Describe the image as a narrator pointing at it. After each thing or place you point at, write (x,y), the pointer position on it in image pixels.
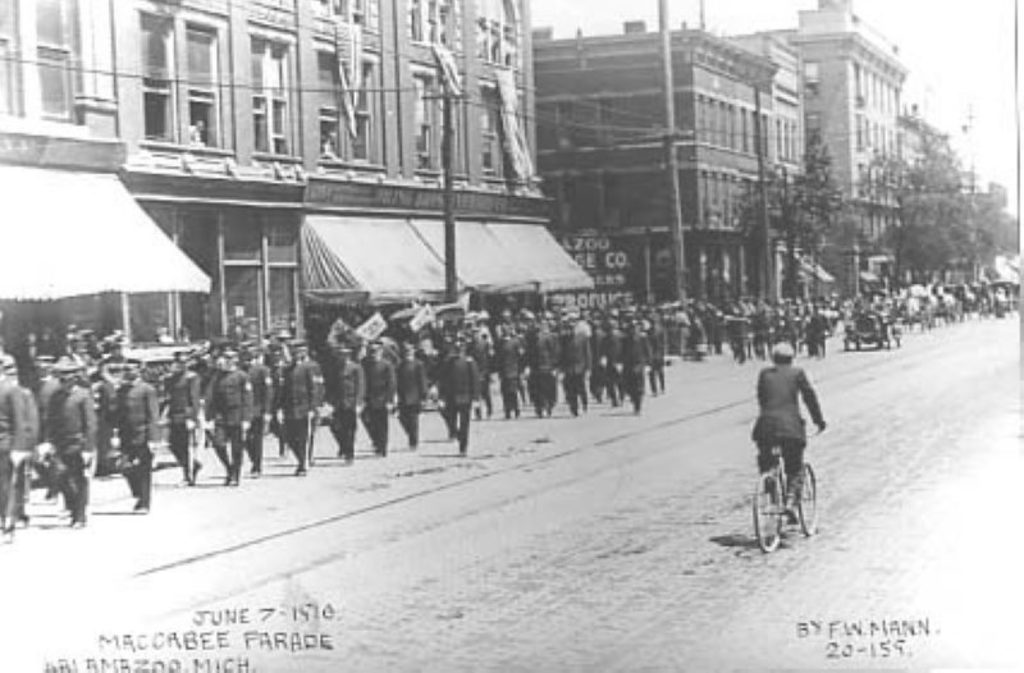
In this picture I can see few buildings (656,227), trees (828,244) and I can see few people (632,374) walking and couple of them holding flags (343,338) in their hands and I can see a man (774,439) riding bicycle (762,508) and I can see text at the bottom left (311,646) and right corners of the picture and I can see a cloudy sky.
